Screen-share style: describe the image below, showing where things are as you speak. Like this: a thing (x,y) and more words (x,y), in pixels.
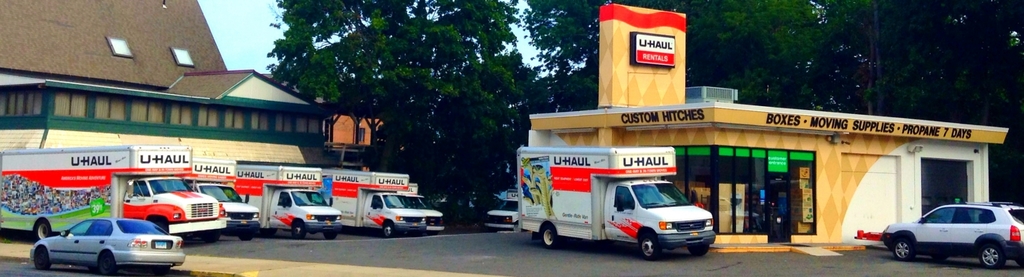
In this image we can see vehicles (247,227) on the road (530,263). There are buildings (689,121), boards (661,116), and trees (541,81). In the background (510,52) there is sky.
